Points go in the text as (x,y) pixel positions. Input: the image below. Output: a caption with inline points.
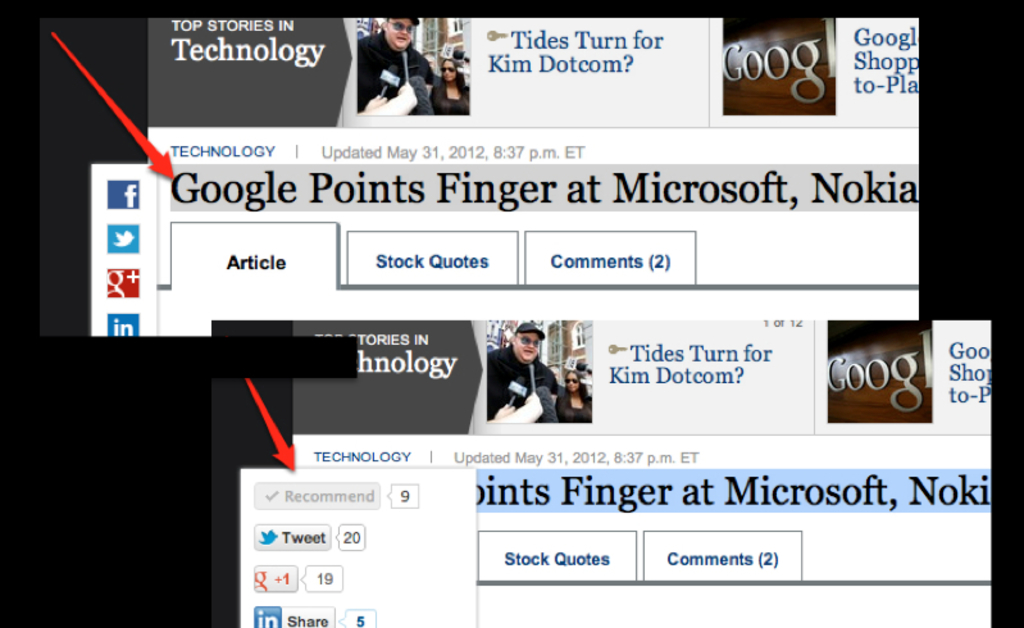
In this i can see the computer screen (675,221). In that screen (484,262) i can see some windows (604,342) open. In that there is a man (395,26) who is wearing cap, goggle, jacket (410,63) and he is standing near to the mic (391,83). Beside him there is a woman (435,97). Behind them i can see the buildings (415,48) and sky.
